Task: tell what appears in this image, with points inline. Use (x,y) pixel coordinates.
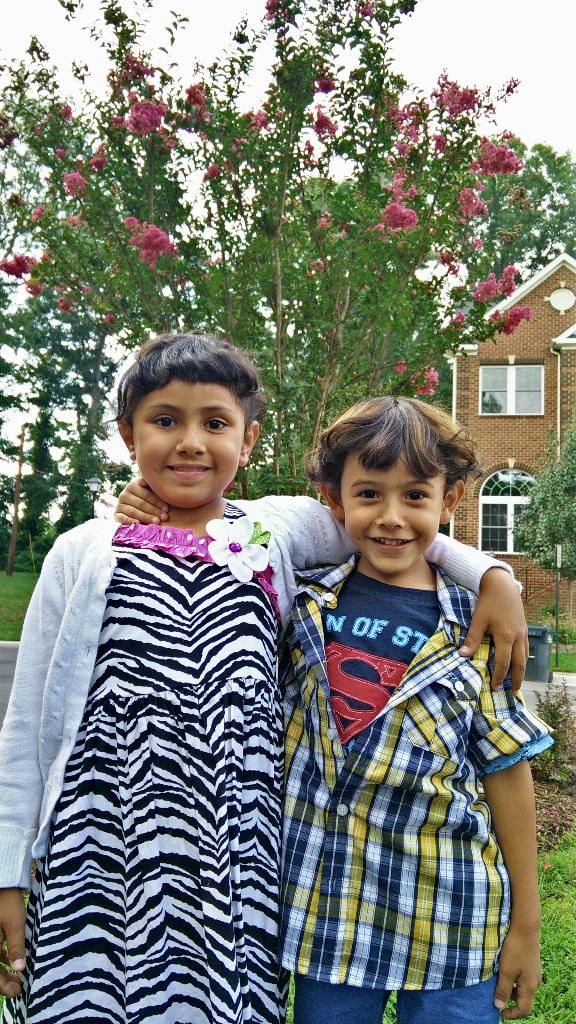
In this picture we can see a girl (199,944) and a boy (354,582) standing and smiling and at the back of them we can see a bin (538,636) on the ground (537,685), grass (554,924), trees (416,343), flowers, building (537,291) with windows (489,499) and in the background (417,60) we can see the sky (519,97).
